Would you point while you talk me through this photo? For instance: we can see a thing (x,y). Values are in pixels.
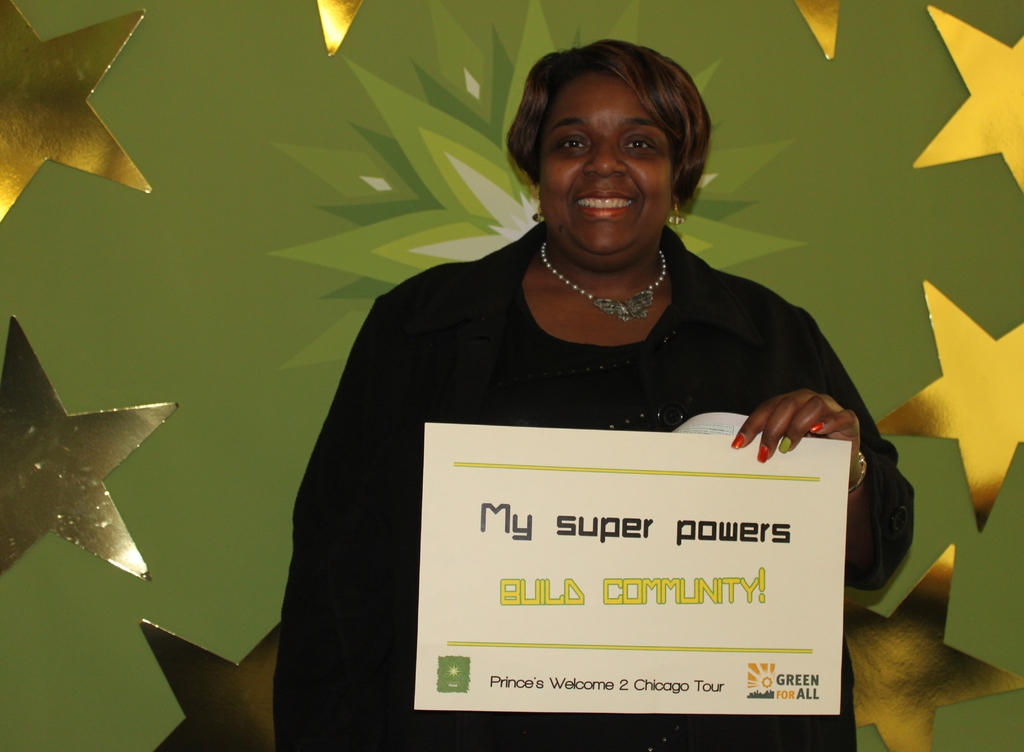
A woman (559,63) is holding a card (750,572) in her hand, she wore a black color dress (409,429) and there are star shaped things (77,490) around her.
